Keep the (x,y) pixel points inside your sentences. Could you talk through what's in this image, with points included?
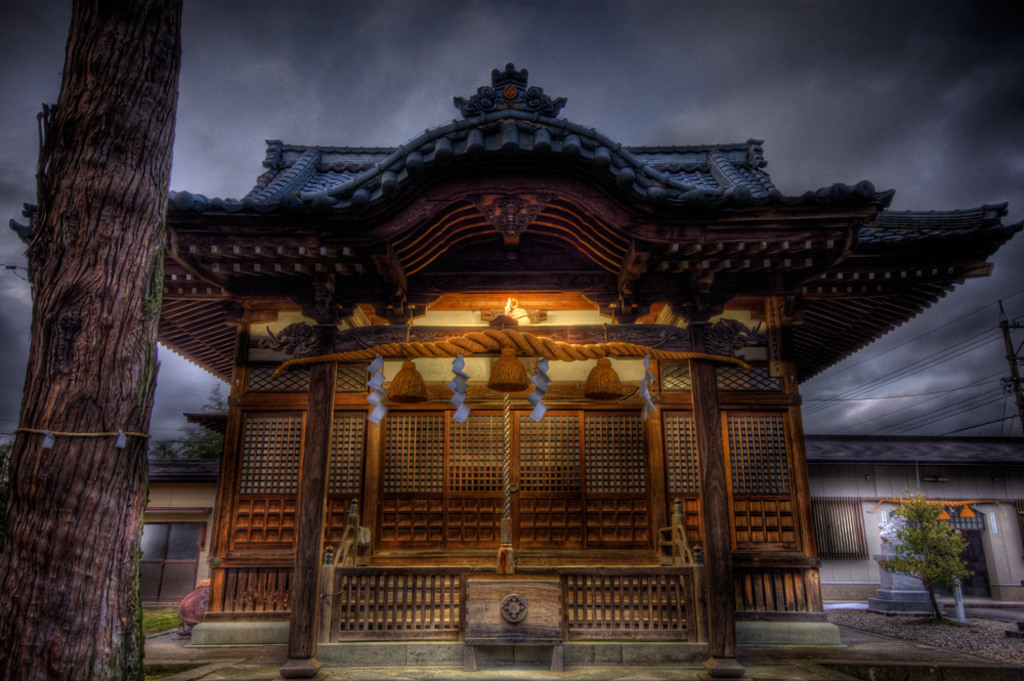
This image is taken outdoors. This image is an edited image. At the top of the image (366,74) there is a sky (716,78) with clouds (971,296). On the left side of the image (57,596) there is a tree (117,423). In the middle of the image (438,288) there is an architecture (701,364) and there are a few trees (213,446) and there is a plant (931,577).
